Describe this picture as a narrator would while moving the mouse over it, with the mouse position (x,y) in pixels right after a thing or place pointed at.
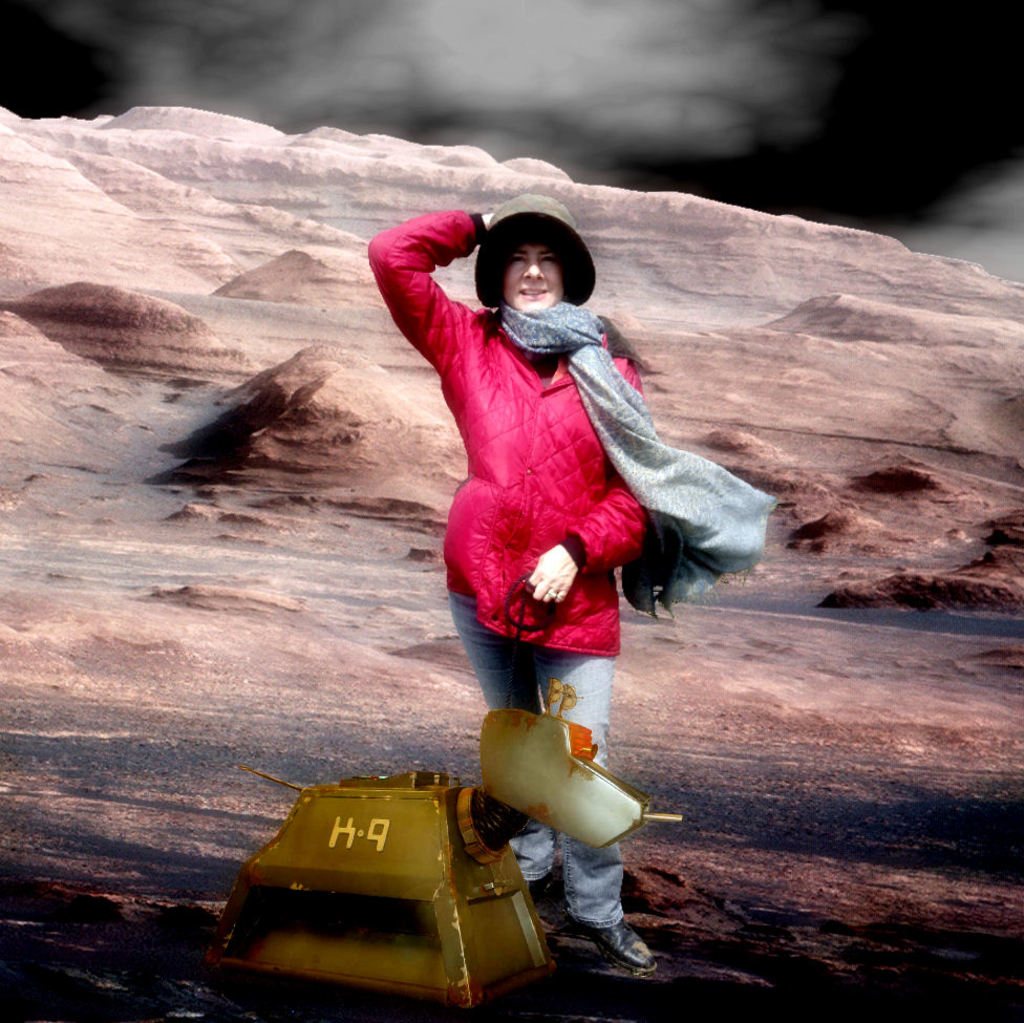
In this picture we can see a woman (474,494) wearing a jacket (480,427), scarf (544,324), cap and standing and smiling, machine (328,818), rocks (286,285) and in the background (135,202) it is blurry.
